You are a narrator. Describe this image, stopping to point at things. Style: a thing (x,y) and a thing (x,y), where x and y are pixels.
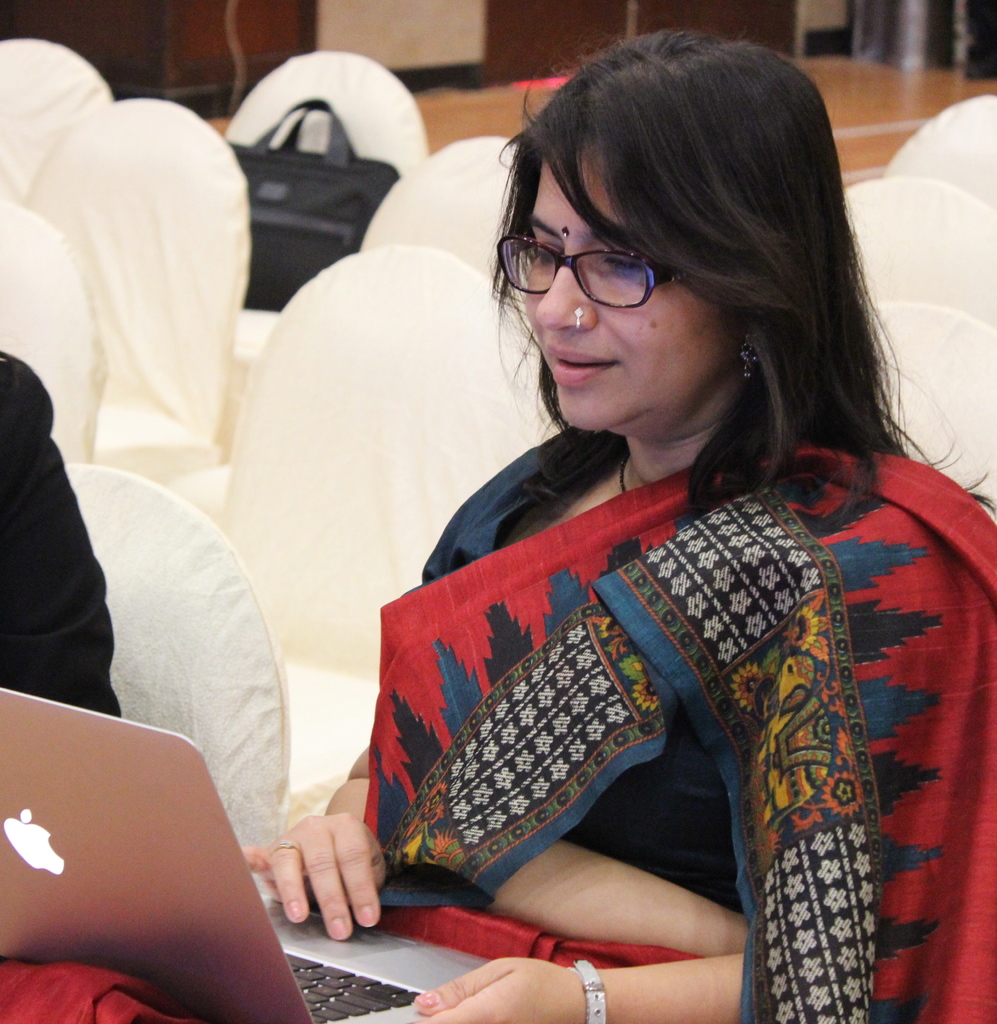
In this image we can see a woman (676,569) wearing spectacles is looking at a laptop (306,971) and a person (67,545) sitting on a chair (217,729). In the background (209,458), we can see a group of chairs (232,317) and a bag (271,216) placed on the chair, a door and the wall (409,10).
